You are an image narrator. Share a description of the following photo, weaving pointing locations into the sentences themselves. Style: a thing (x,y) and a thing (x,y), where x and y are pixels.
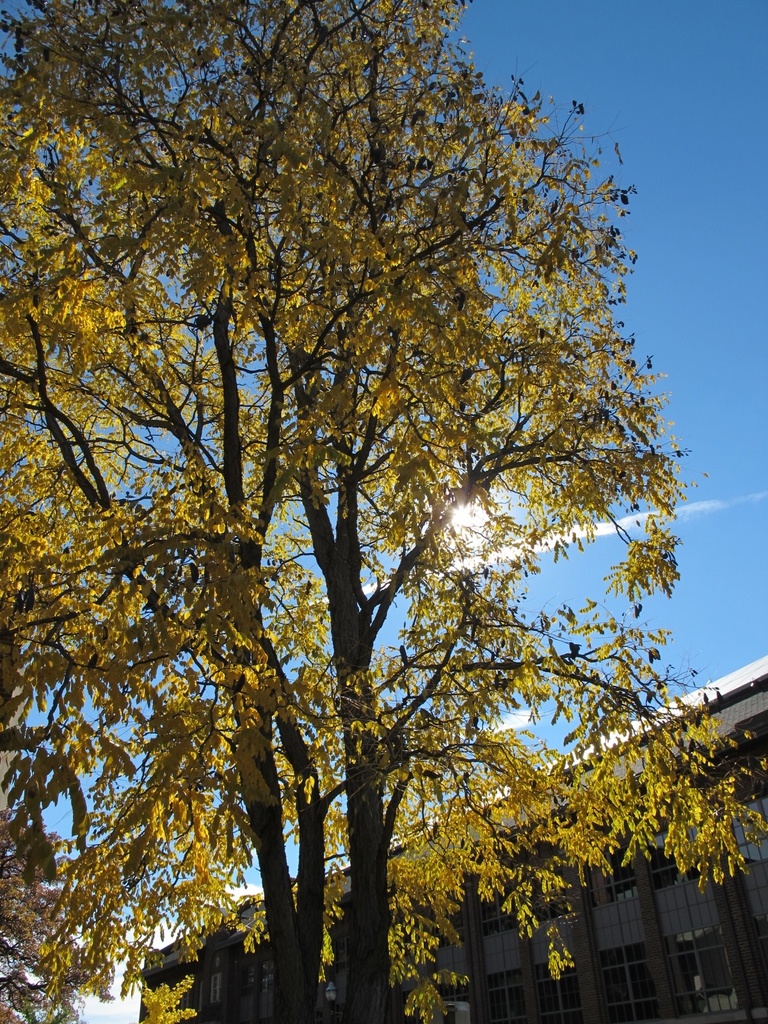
In this image, we can see trees (451,371) and buildings (617,856). In the background (486,527), there is sunlight (469,534).
